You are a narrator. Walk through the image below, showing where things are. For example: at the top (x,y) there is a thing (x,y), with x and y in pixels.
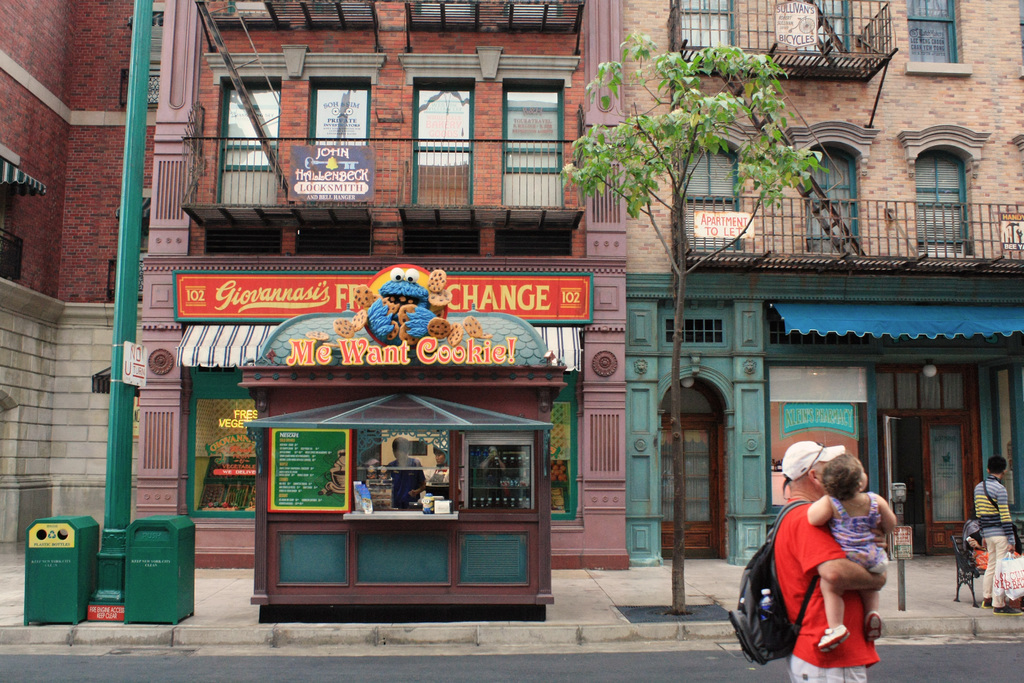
In this picture I can see buildings (614,317) and a man (1004,534) standing holding bags (1013,561) in his hand (1010,547) and another man (816,580) standing holding a baby (819,573) in his hand (877,577) and he wore a backpack (783,639) on his back (784,549) and I can see couple of dustbins (149,577) and a pole (121,404) with a sign board (126,364) and I can see a tree (680,332) and a cookie store (355,529) on the sidewalk (585,588) and I can see a man (412,461) standing in the store (408,511) and I can see few boards (326,309) with text (739,215) and I can see metal stairs (825,71) and it looks like a woman (977,544) seated on the bench (971,562).
